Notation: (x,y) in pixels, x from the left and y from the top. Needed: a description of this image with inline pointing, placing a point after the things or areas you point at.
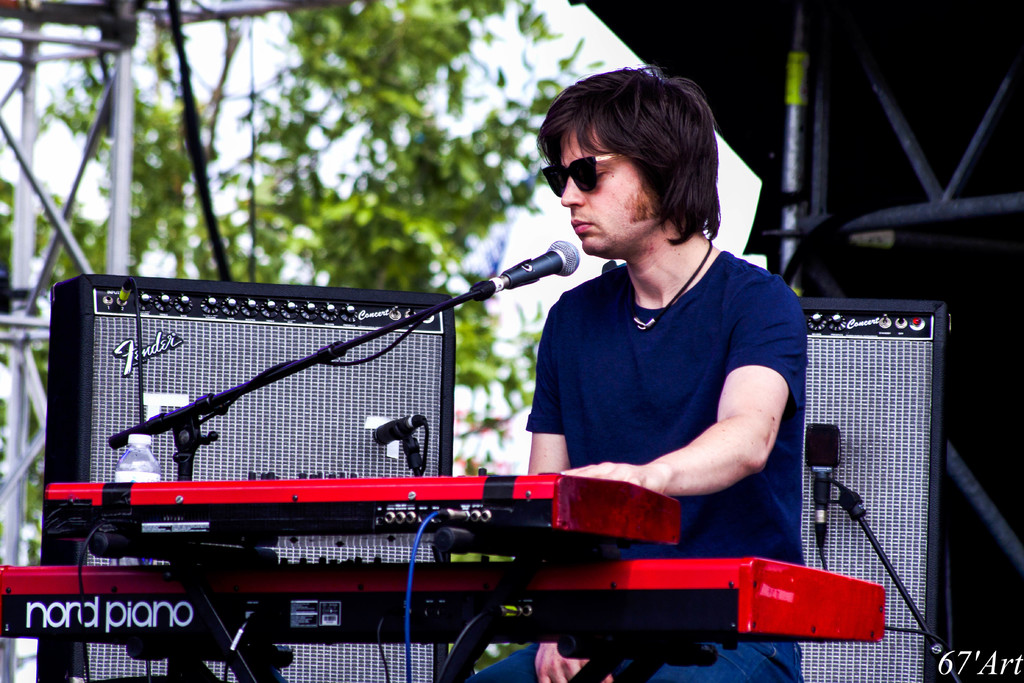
In this image we can see person (676,362) wearing blue color T-shirt (683,336) playing piano (322,565) there is microphone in front of him and in the background of the image (270,412) there are some sound boxes (440,361), some rods (34,106) and there are some trees (35,349).
